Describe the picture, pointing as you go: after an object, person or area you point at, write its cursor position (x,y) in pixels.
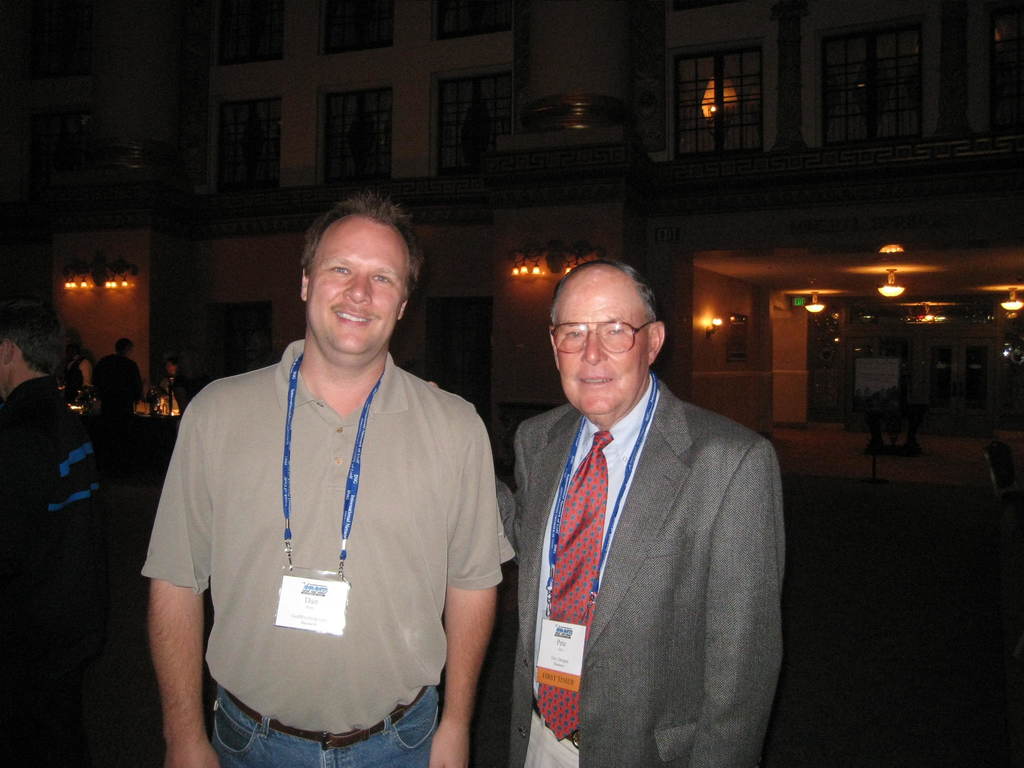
In the image there are two men (340,491) standing in the front (234,459) and they are smiling and they are also wearing ID card (562,671), behind the men (520,634) there is a building (637,207) and in front of the building (202,336) there are few people (123,411) on the left (104,376), the picture is captured in the nighttime and the building (171,248) is lightened up with many lights (1021,309).
